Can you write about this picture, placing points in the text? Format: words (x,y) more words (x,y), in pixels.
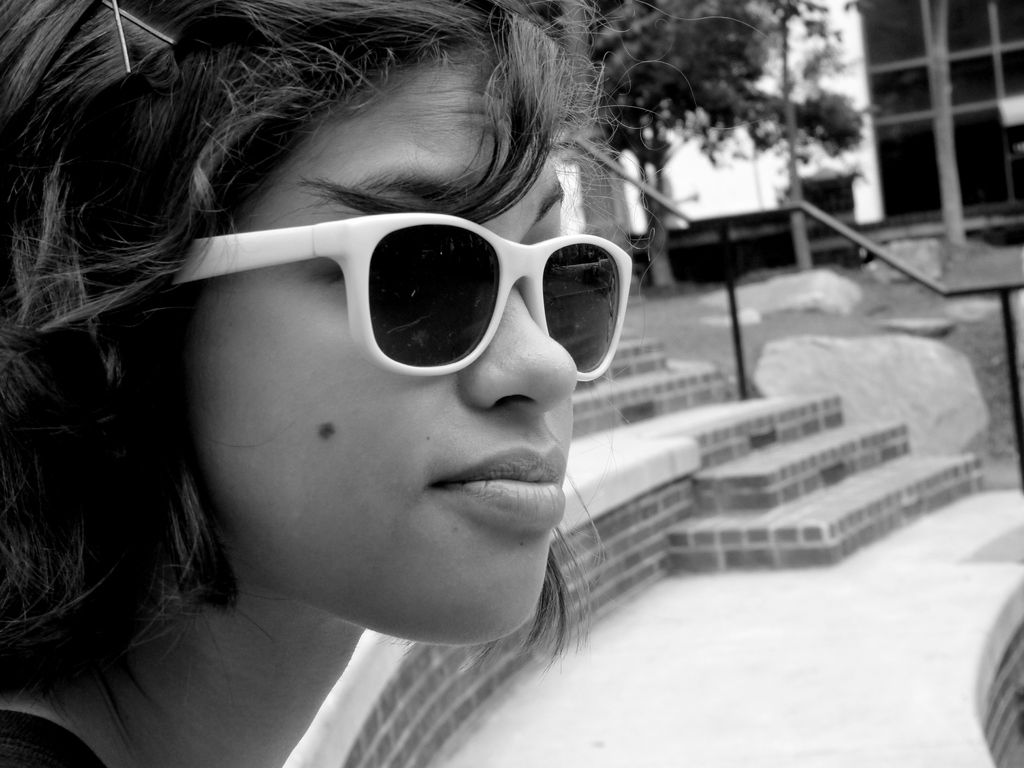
This image is a black and white image. This image is taken outdoors. On the left side of the image (220,609) there is a girl (329,542). On the right side of the image (733,686) there is a floor (775,697) and there are a few stairs (754,471). There is a railing (644,188). There is a tree (696,110) and there is a building (870,125) with a wall (858,160) and a door (922,161).
